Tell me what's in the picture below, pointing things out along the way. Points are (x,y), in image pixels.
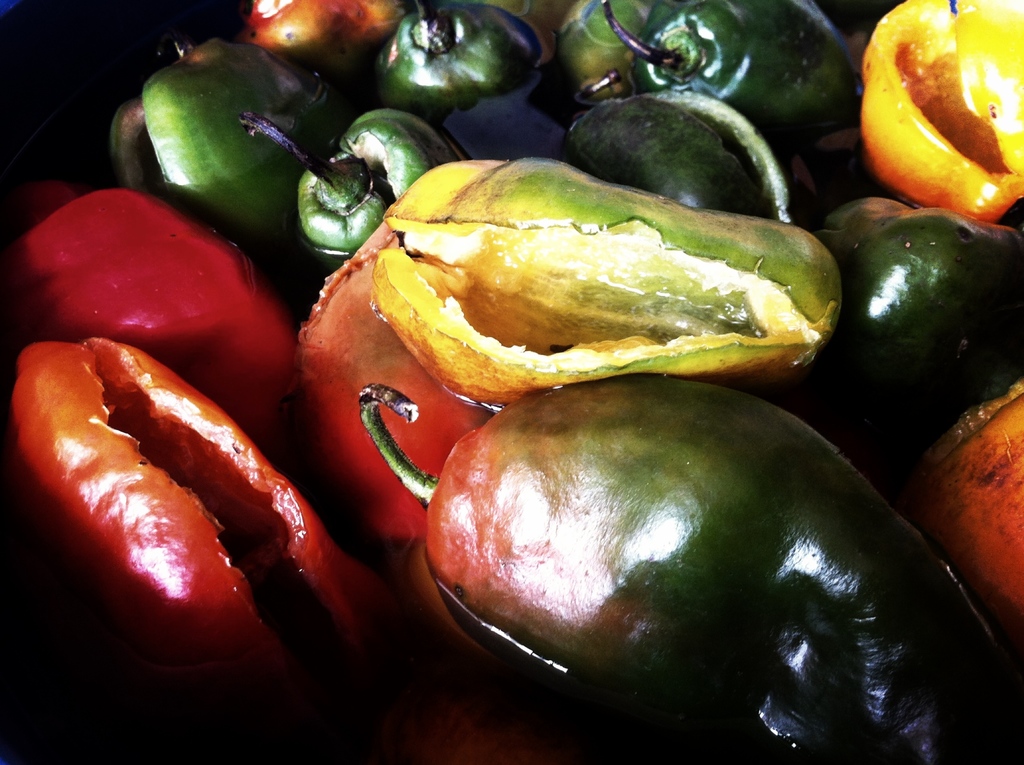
In this image there are few green chilies (712,198) and few chilies (178,245) are of red color. Chilies (478,270) are soaked in water (500,112).
